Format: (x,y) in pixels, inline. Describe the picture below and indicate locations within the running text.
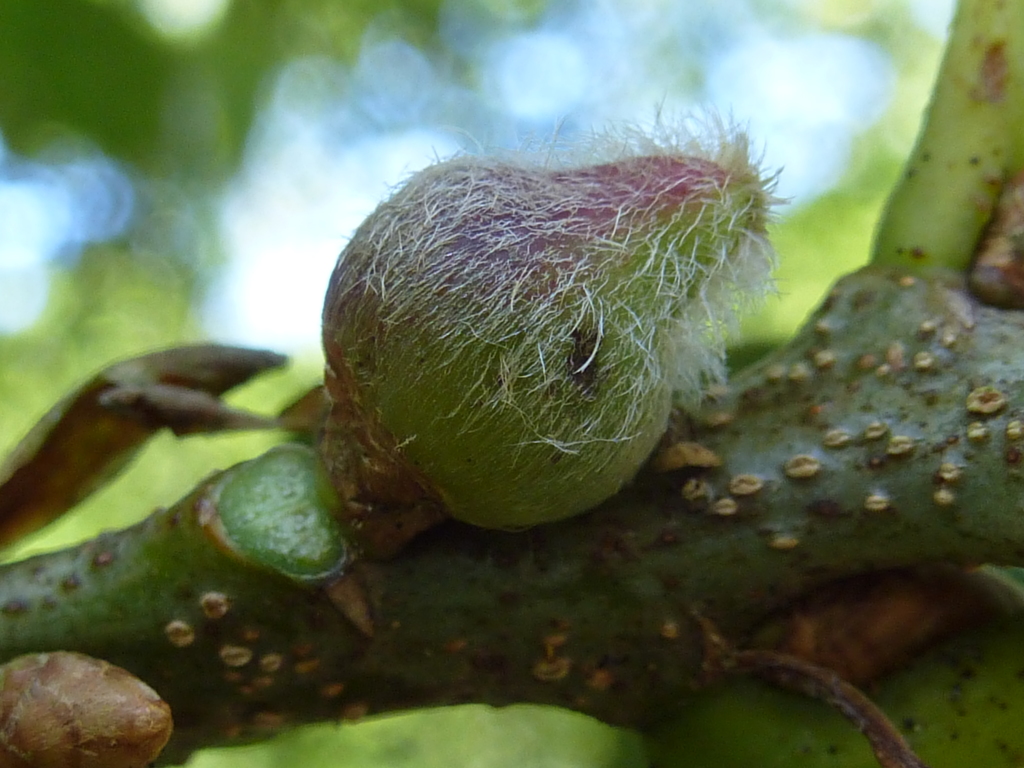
In the image on the green color stem (652,560) there is an item (533,295) which is in green color with white pieces (553,440) on it. And there is a green color background (821,78).
